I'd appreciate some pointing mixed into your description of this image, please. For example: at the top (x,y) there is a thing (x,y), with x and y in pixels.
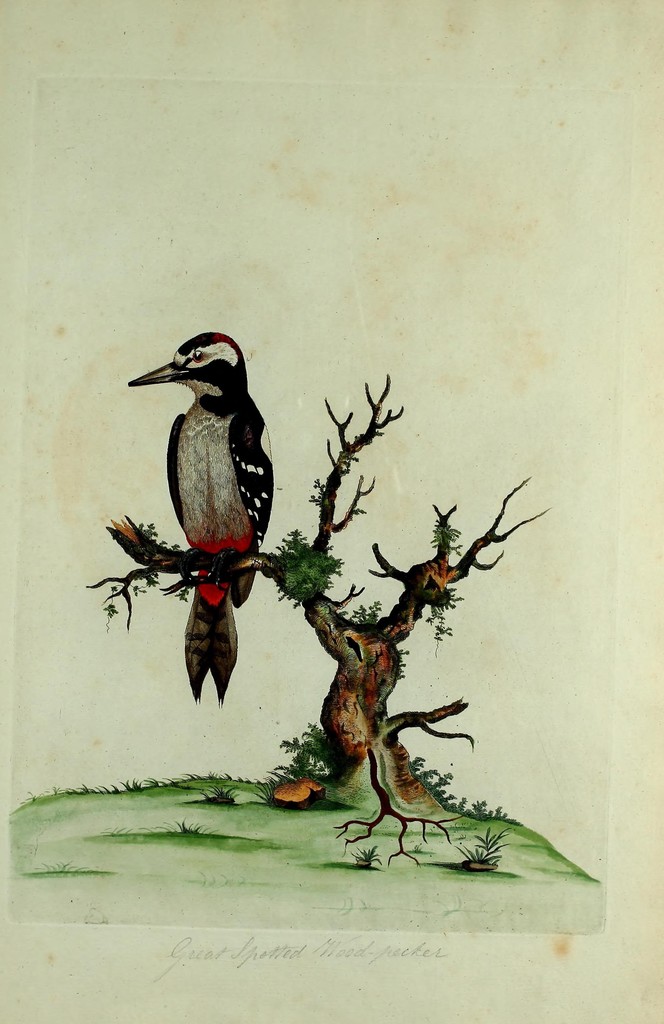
In the picture I can see the painting (419,471) of a bird (222,389) on the branch (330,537) of a tree (394,575).
